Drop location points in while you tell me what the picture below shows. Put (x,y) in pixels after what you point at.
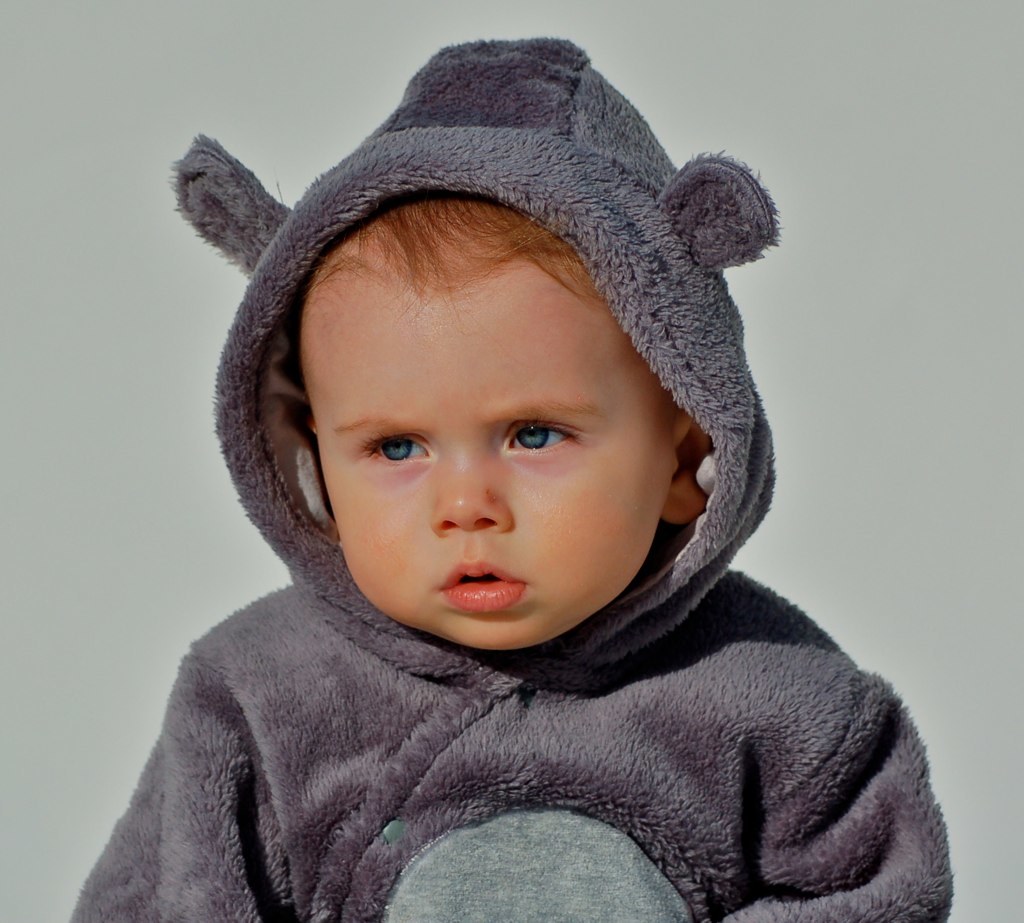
In this picture there is a boy (605,189) who is wearing grey color hoodie (527,783).
